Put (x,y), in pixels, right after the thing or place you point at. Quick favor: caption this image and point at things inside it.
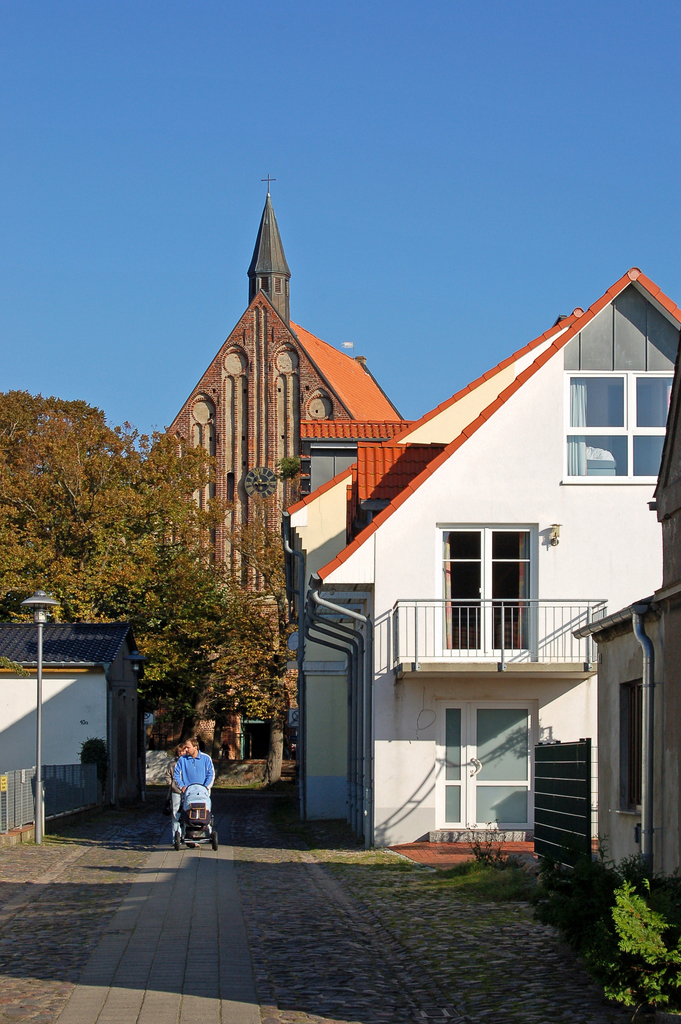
This is the picture of a place (396,488) where we have houses (497,728) and around there are some trees (8,534), plants (638,936) and also we can see some people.
